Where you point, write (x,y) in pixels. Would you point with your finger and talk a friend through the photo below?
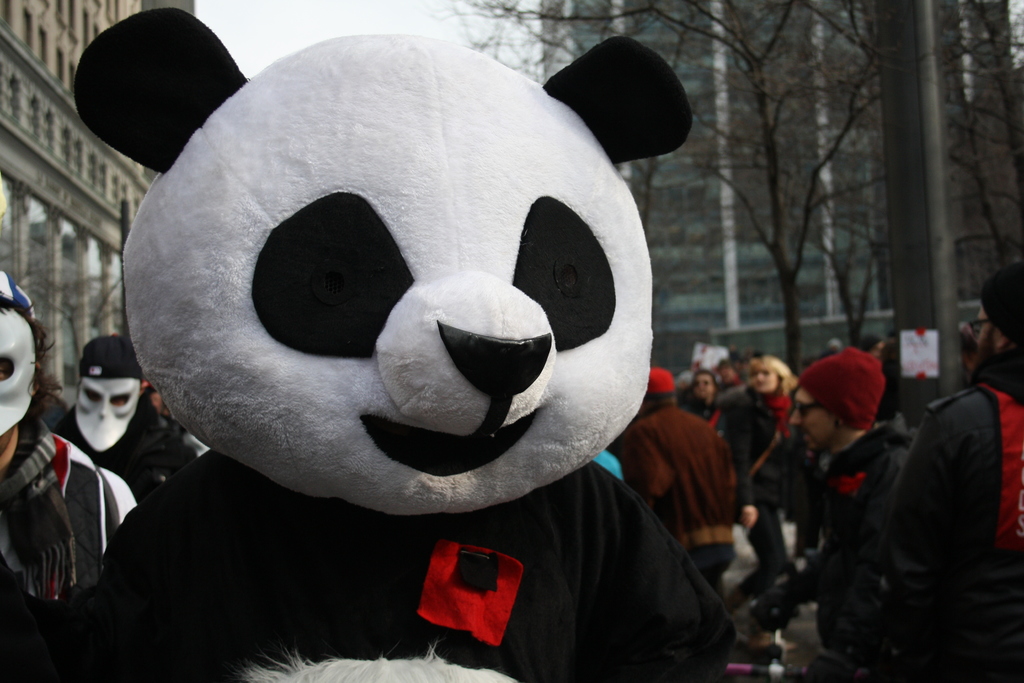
In the center of the image (451,435) we can see one person (401,591) is standing and he is in a panda costume (386,433), which is in black and white color. On the left side of the image (153,459), we can see two persons (122,438) are standing and they are wearing masks (108,432) and caps (83,368). In the background (70,350) we can see the sky (383,29), clouds (383,29), buildings (693,112), banners (933,335), few people (963,357) are standing and a few other objects (932,320).
